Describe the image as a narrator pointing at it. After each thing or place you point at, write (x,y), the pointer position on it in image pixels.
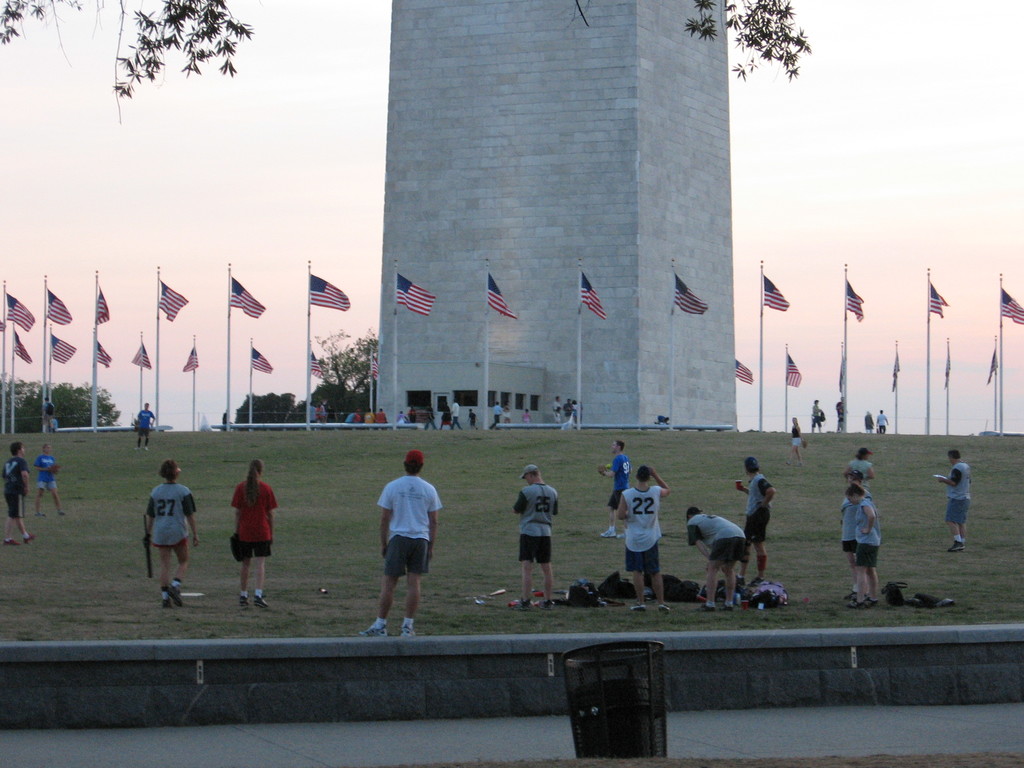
In this picture I can see group of people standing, there are flags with the poles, trees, a tower (565,319), dustbin (604,753), bags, and in the background (933,162) there is sky (911,104).
